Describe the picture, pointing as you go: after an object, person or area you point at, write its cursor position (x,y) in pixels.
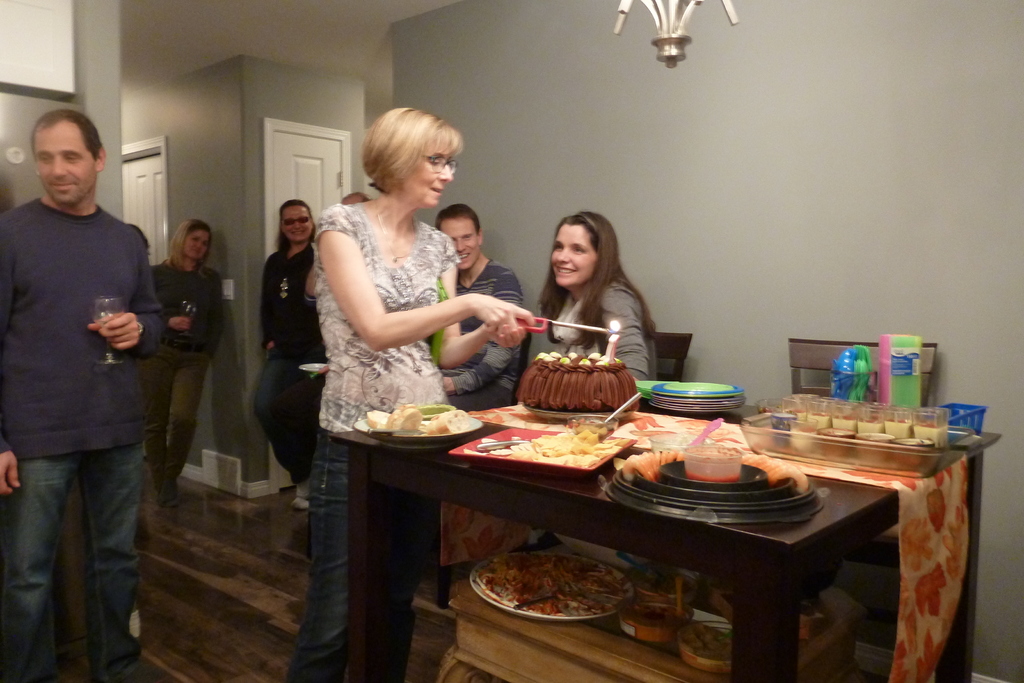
On the background (663,123) we can see wall (217,117) and doors (288,195). We can see two women (209,288) standing near to the door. Here we can see a woman (363,406) standing in front of a table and she is lighting a candle (614,336) which is on a cake (589,379). We can see two persons (578,273) sitting on chairs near to the table (761,542). On the table (753,554) we can see plate of food (647,469), fruits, juice glasses (931,432), empty plates (709,401) and a cloth (925,495) on it. Under the table (743,526) we can see a plate of salad (577,600) and bowls of food (623,610). We can see a man (148,287) at the left side of the picture (83,285), he is holding a glass (98,324) in his hand (136,324).
